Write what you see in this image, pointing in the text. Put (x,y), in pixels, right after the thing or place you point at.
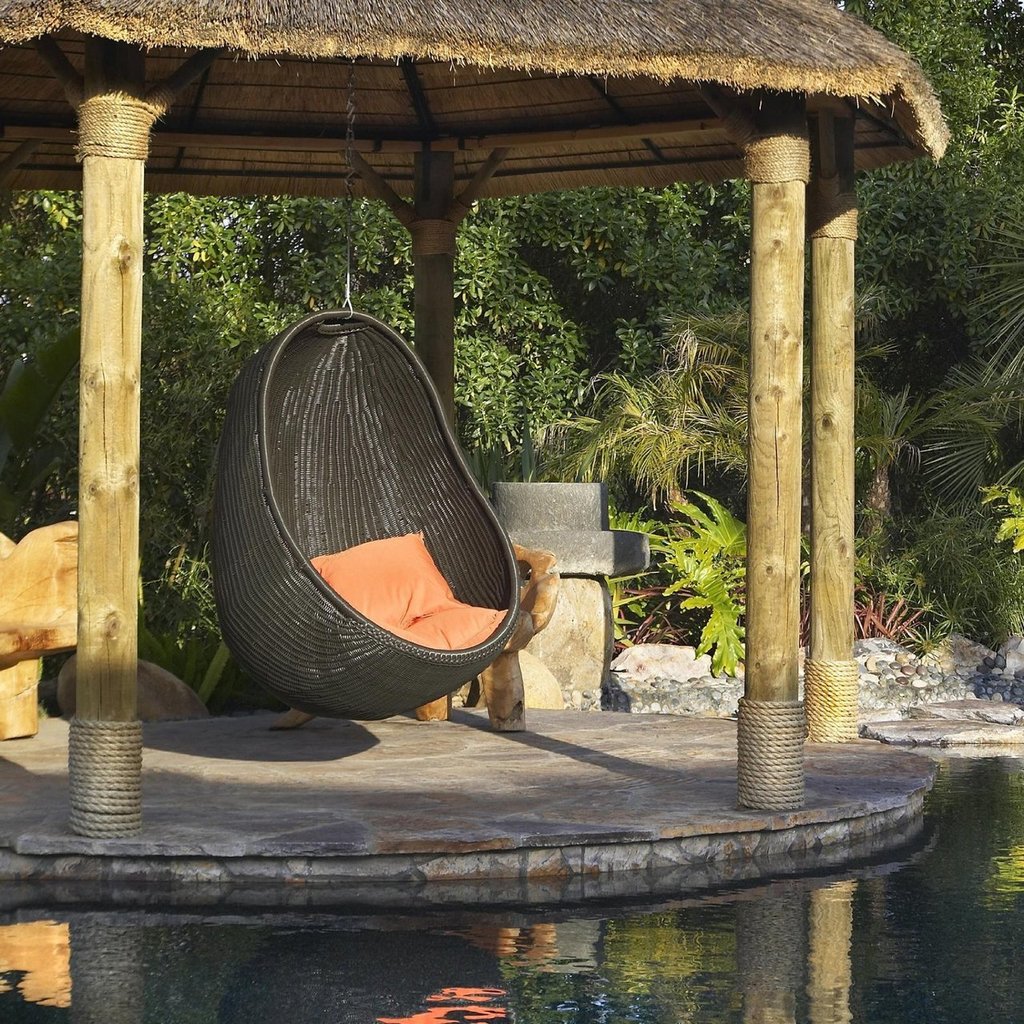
In the center of the image (381,379) there is a swing (346,375) hanging from the hut (356,187). At the bottom of the image (533,980) there is water (533,980). In the background (68,292) we can see trees (577,312) and plants (740,553).
